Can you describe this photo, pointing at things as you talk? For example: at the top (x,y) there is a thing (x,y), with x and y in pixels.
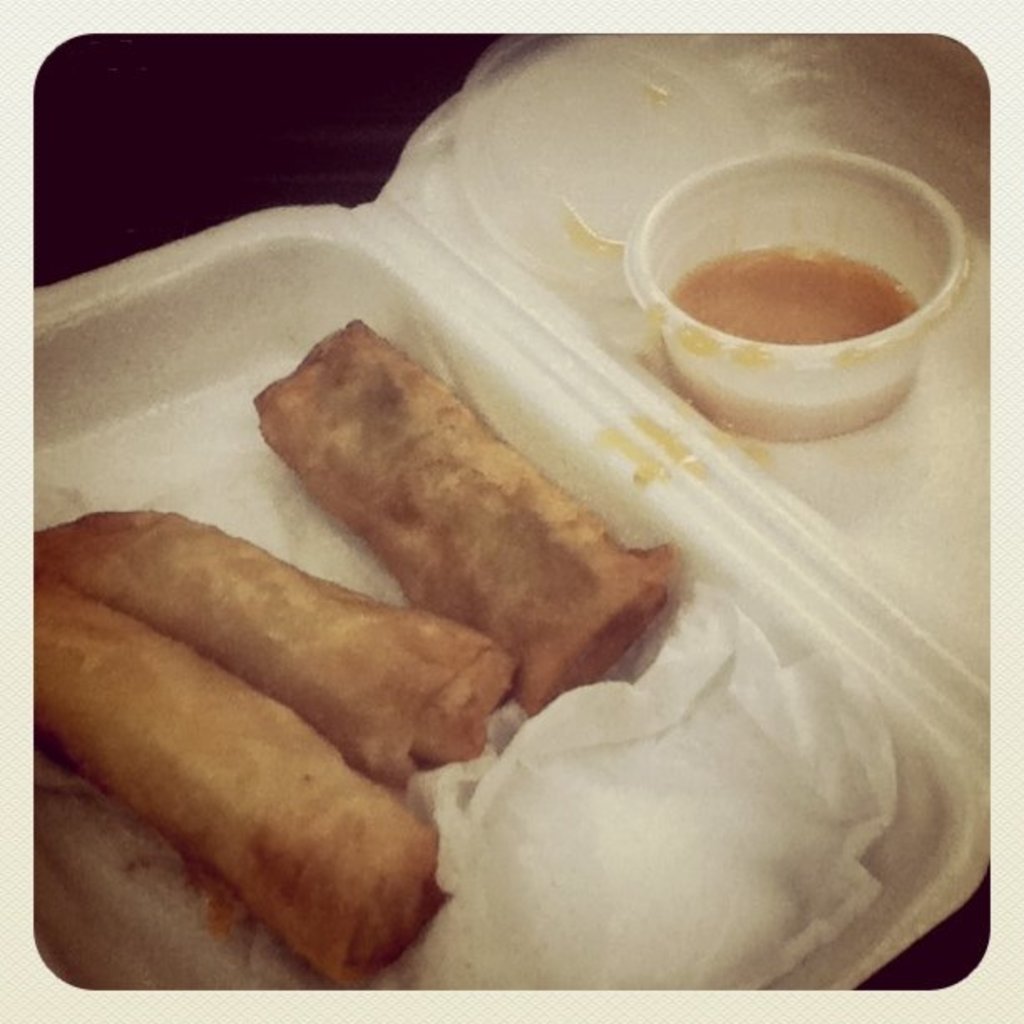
This picture shows rolls (372,520) with a sauce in a togo container (549,251).
